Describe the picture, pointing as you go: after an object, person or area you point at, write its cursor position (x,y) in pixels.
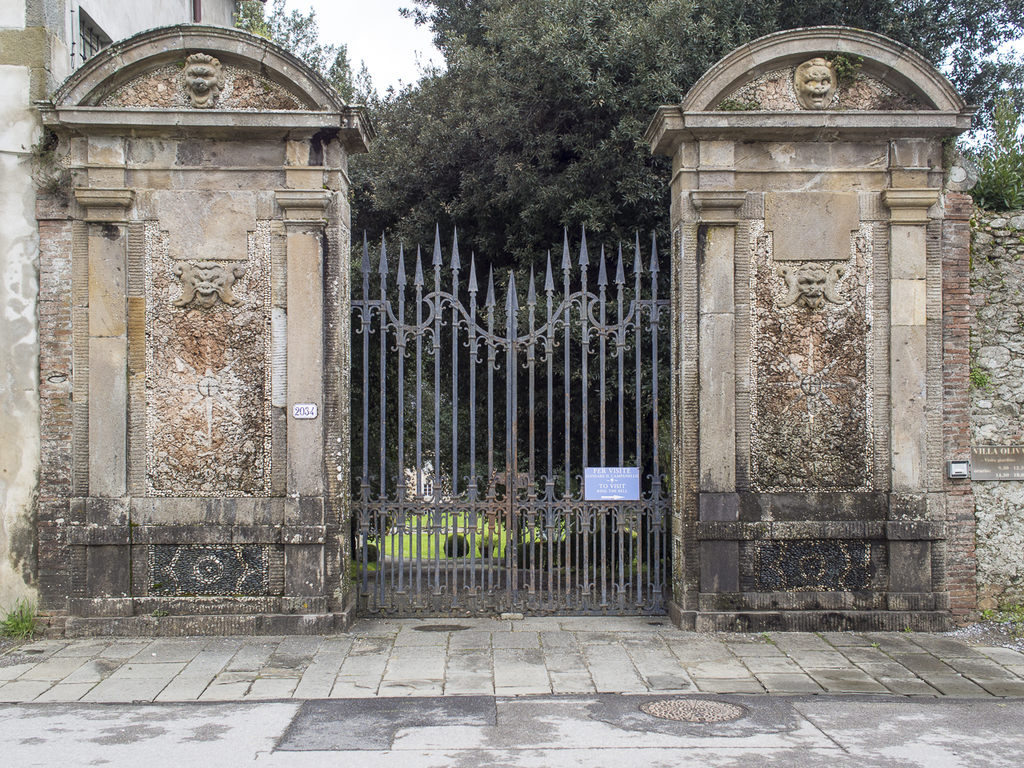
In this picture, we can see an iron gate (636,518) and walls (806,475) and behind the iron gate (485,509) there are trees (533,215) and a sky (370,48).
